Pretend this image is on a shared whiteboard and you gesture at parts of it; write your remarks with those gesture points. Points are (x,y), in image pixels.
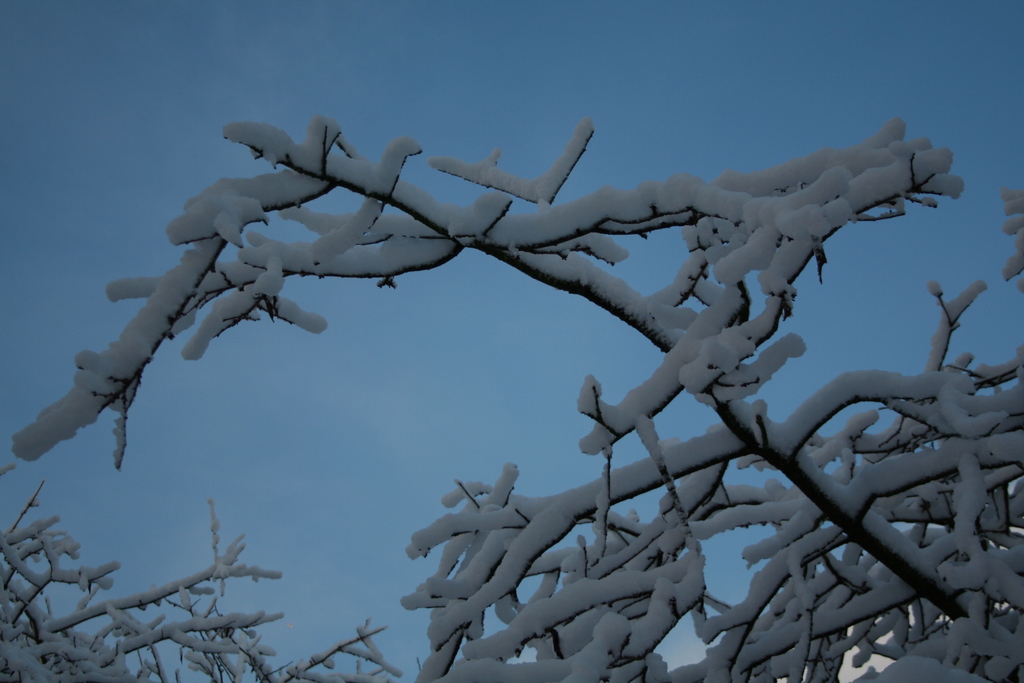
In this image, this looks like a tree (633,551) with the branches (440,229), which is covered with the snow (109,352). I think this is the sky (439,275).
